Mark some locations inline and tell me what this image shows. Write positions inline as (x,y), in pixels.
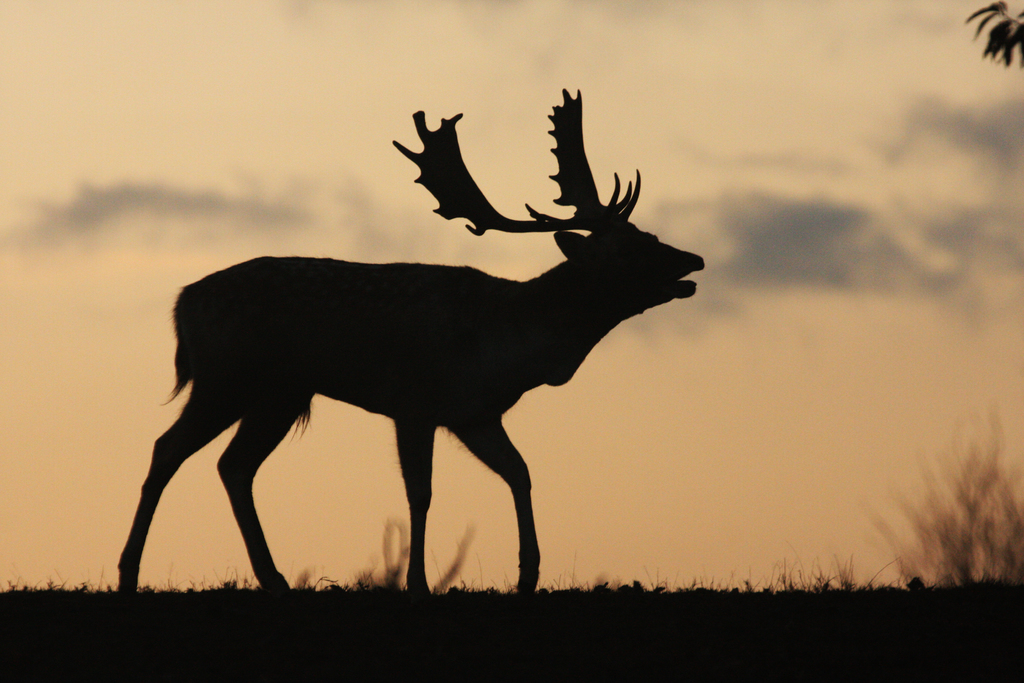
The image is in colour, we can a deer (610,260), there is grass (644,611).
